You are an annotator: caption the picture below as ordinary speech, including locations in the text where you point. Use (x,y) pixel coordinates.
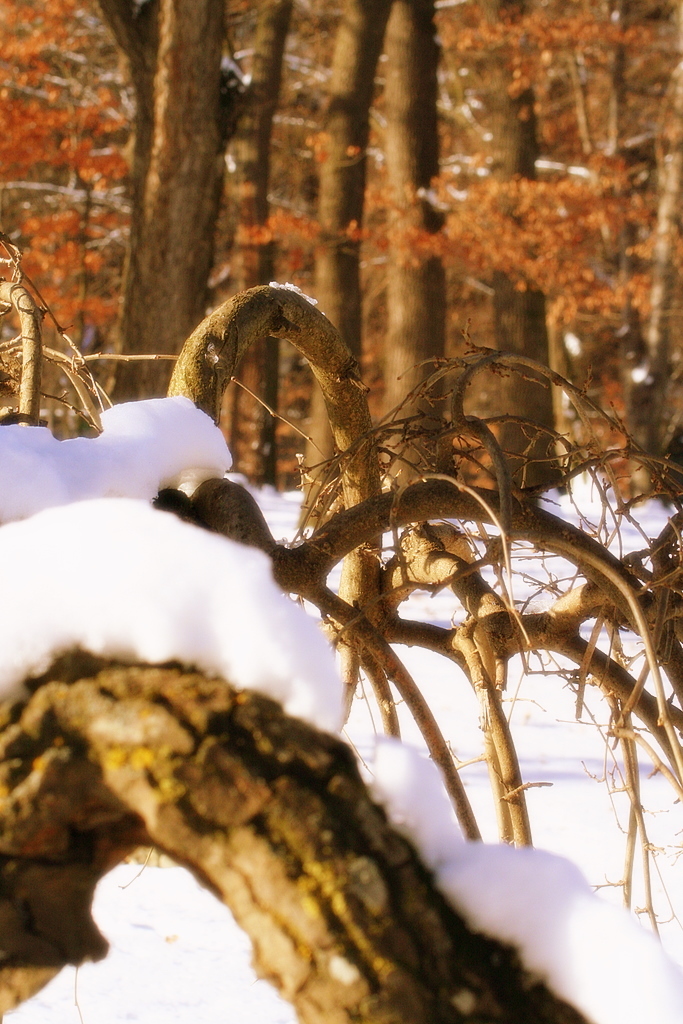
At the bottom of the picture (391,846), we see a tree (169,832) which is covered with ice (337,683) and in the background (207,180), there are many trees (354,251).
